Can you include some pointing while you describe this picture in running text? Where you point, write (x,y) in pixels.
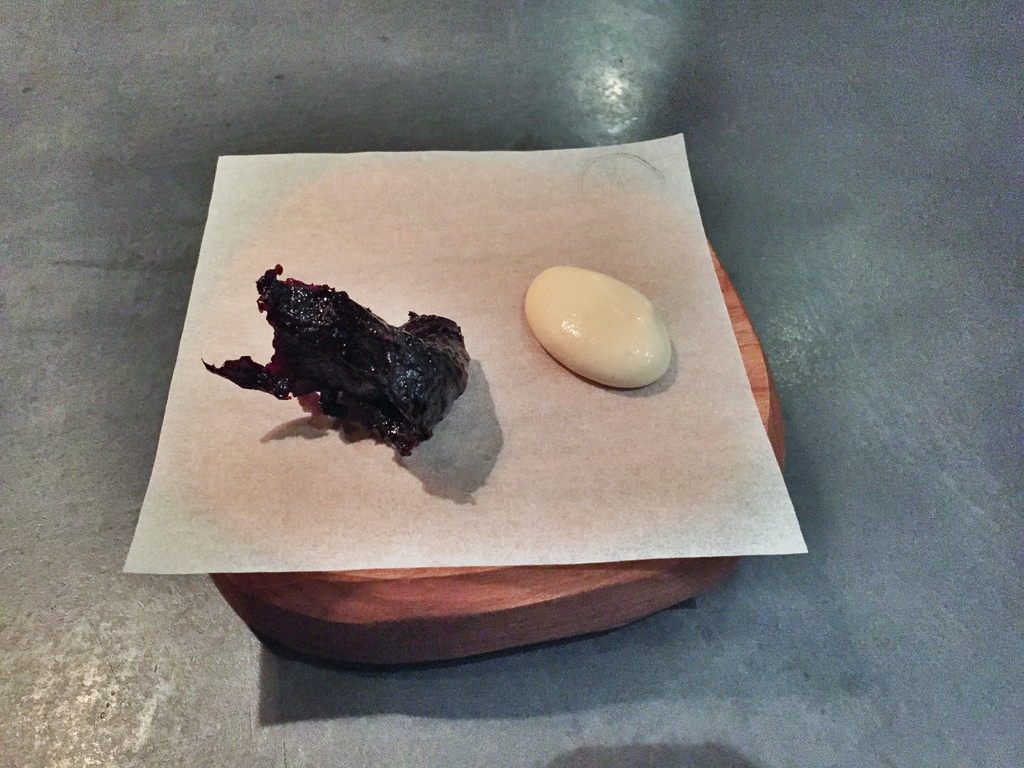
In this picture there are two objects (446,355) placed on a white paper (499,376) which is on a wooden object (498,595).
